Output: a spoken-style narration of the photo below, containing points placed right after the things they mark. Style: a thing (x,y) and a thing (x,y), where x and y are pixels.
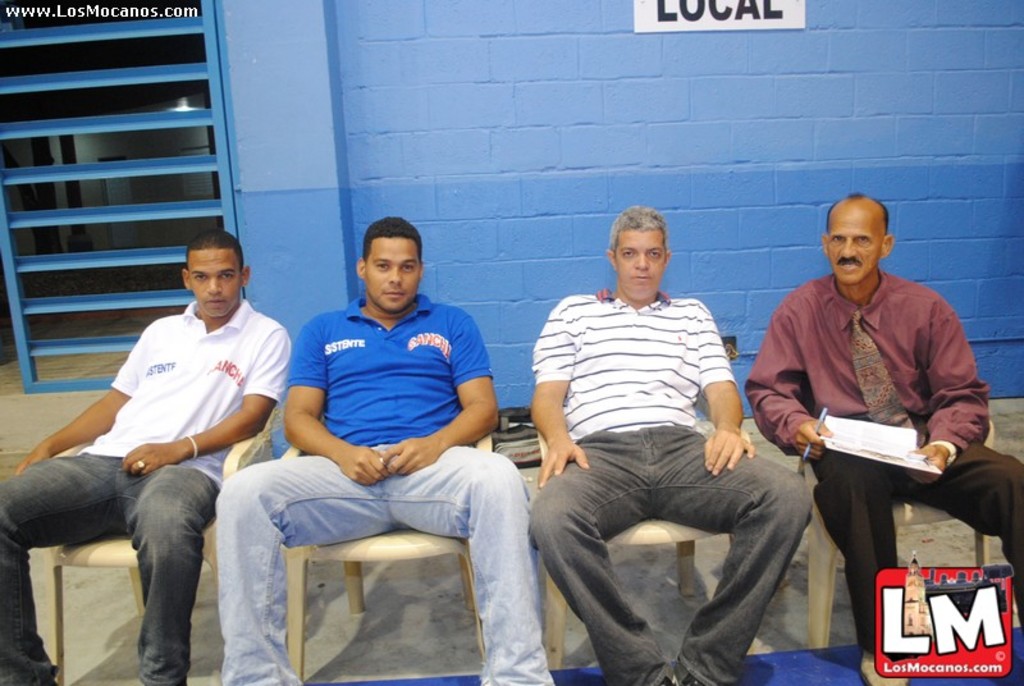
In this picture I can see there are four people (557,478) sitting on the chairs (437,540) and in the backdrop (452,188) there is a wall (450,143).
